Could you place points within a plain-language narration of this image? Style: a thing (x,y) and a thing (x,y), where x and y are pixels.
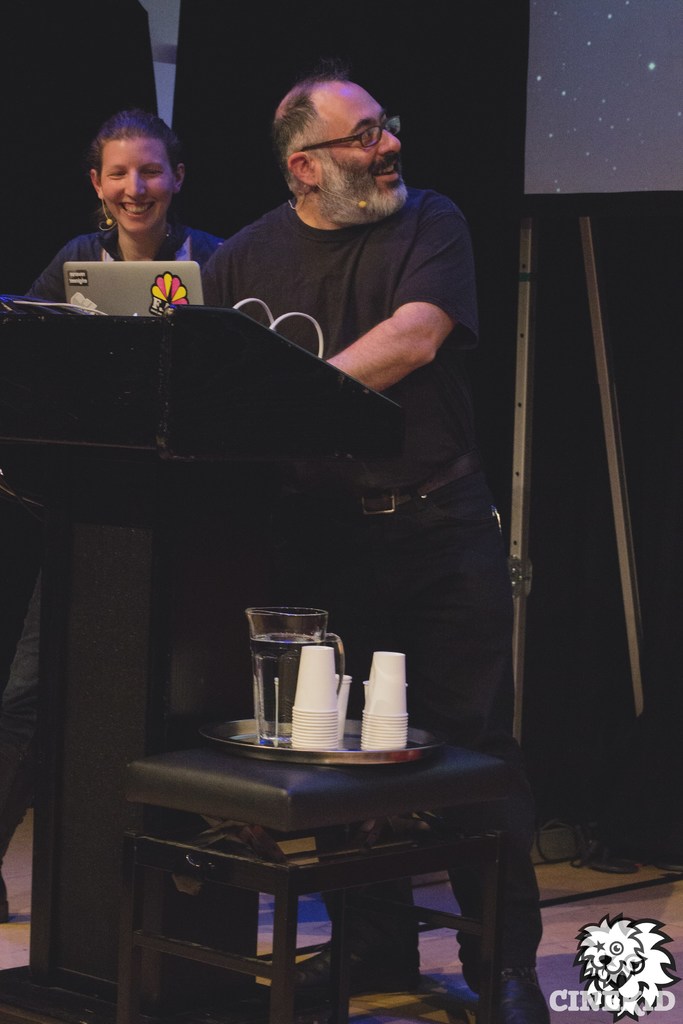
In this image there are two people (476,884) standing on the floor (370,1019) and they are having a smile on their faces (351,119). In front of them there is a podium (243,417). On top of it there is a laptop (175,292). Behind them there is a screen (555,115) and there are boards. There is a chair (365,848). On top of it there are cups (322,715) and some other objects (286,739). There are some text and watermark (643,1002) at the bottom of the image (606,1001).
